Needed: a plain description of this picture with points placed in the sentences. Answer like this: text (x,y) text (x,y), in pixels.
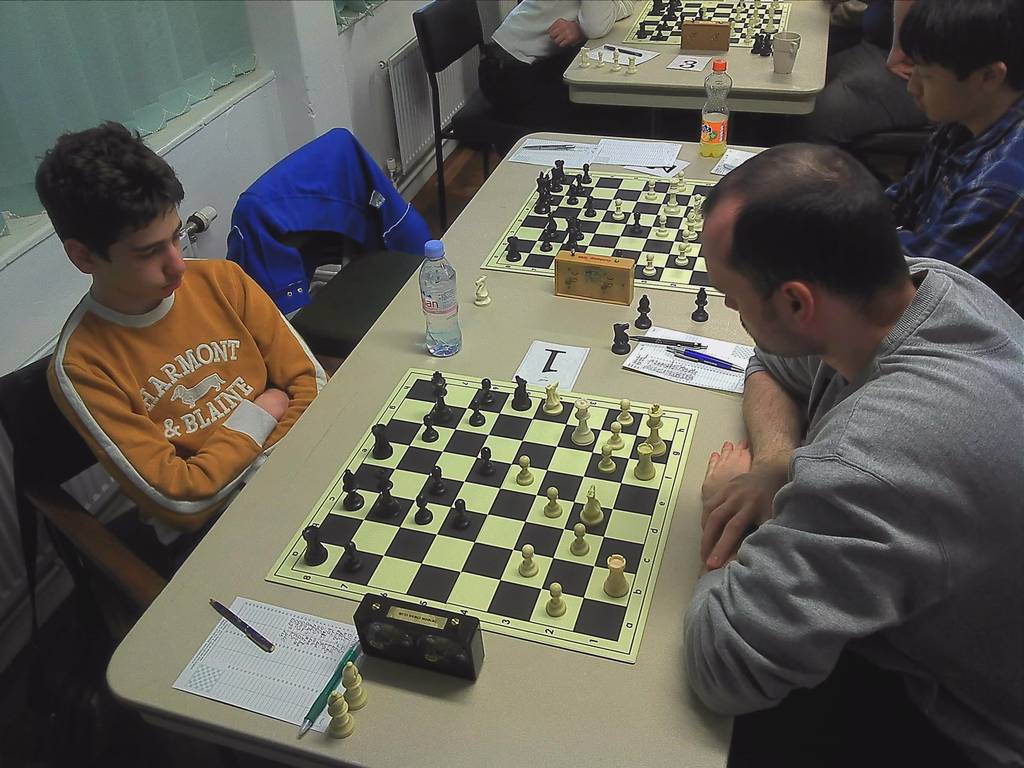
In the middle of the image (526,377) there is a table (498,317), On the table (470,265) there is a chess board (493,423) and water bottle (431,255), paper (682,359) and pens (709,359). Surrounding the table (376,757) few people (1008,470) are sitting on the chairs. Top left side of the image (330,82) there is a wall (340,56).
